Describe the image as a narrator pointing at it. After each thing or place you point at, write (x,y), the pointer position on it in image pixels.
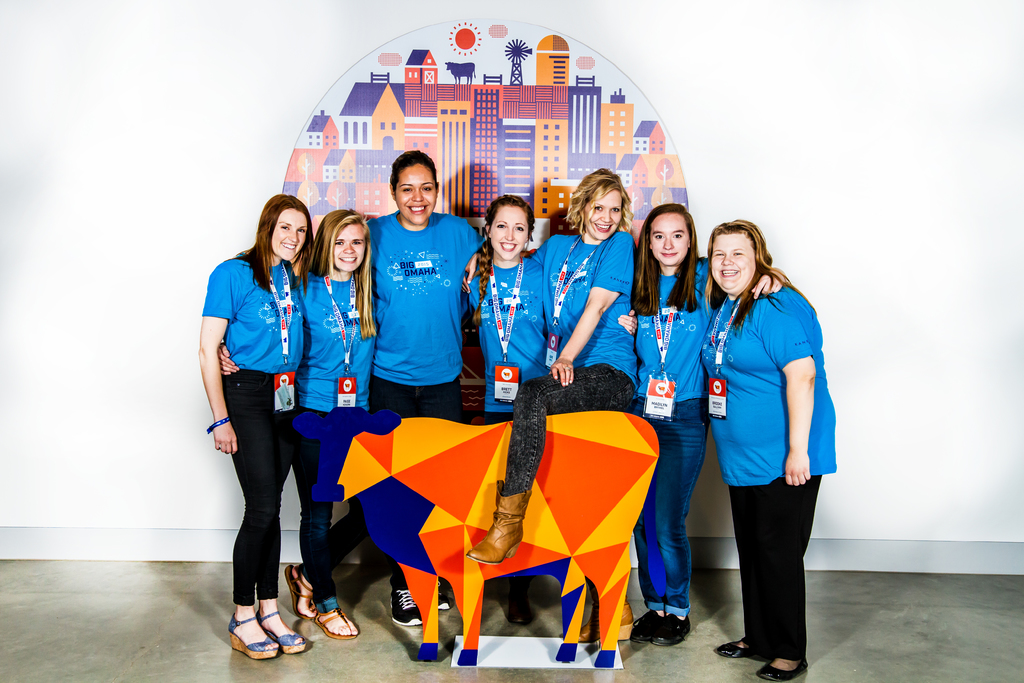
In the picture I can see a group of women (701,459) are standing on the floor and smiling. These women (441,382) are wearing blue color T-shirts (416,373), black color pants (250,564), footwear (521,528) and ID cards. In the background (691,158) I can see a wall (464,214) which has photo (516,153) of buildings (480,111) and some other things (463,72).
